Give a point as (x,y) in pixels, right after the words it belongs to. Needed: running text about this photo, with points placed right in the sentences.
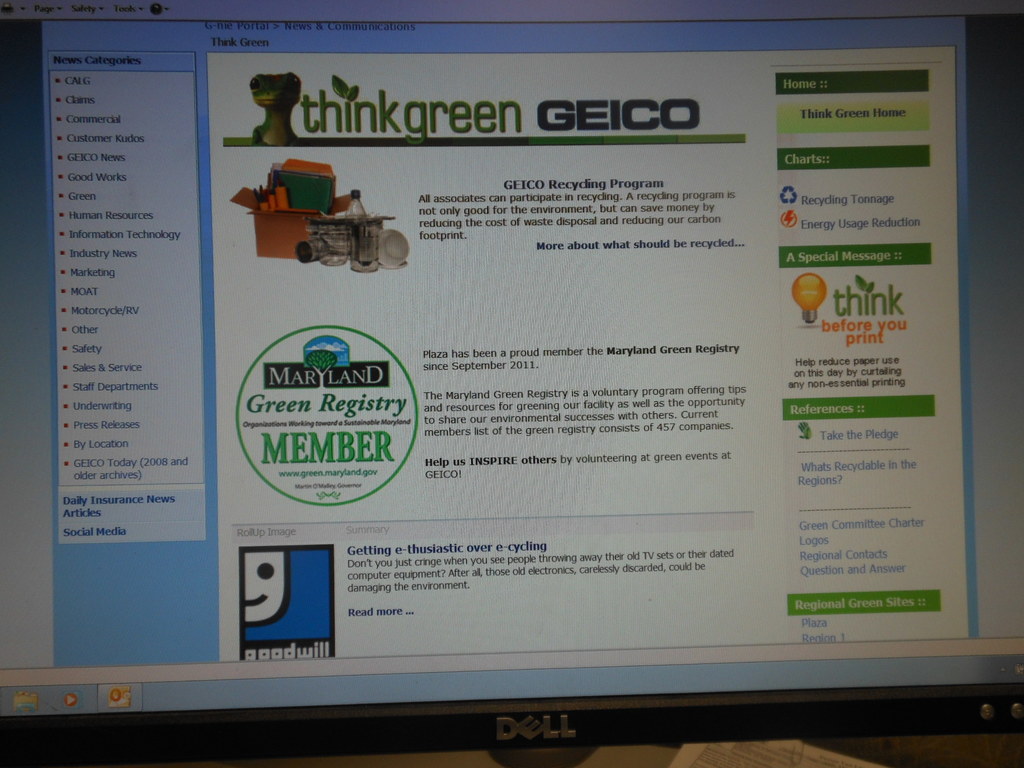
Here we can see screen (632,517), in this screen (425,581) we can see information (809,371), bulb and objects (309,189) in cardboard box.
